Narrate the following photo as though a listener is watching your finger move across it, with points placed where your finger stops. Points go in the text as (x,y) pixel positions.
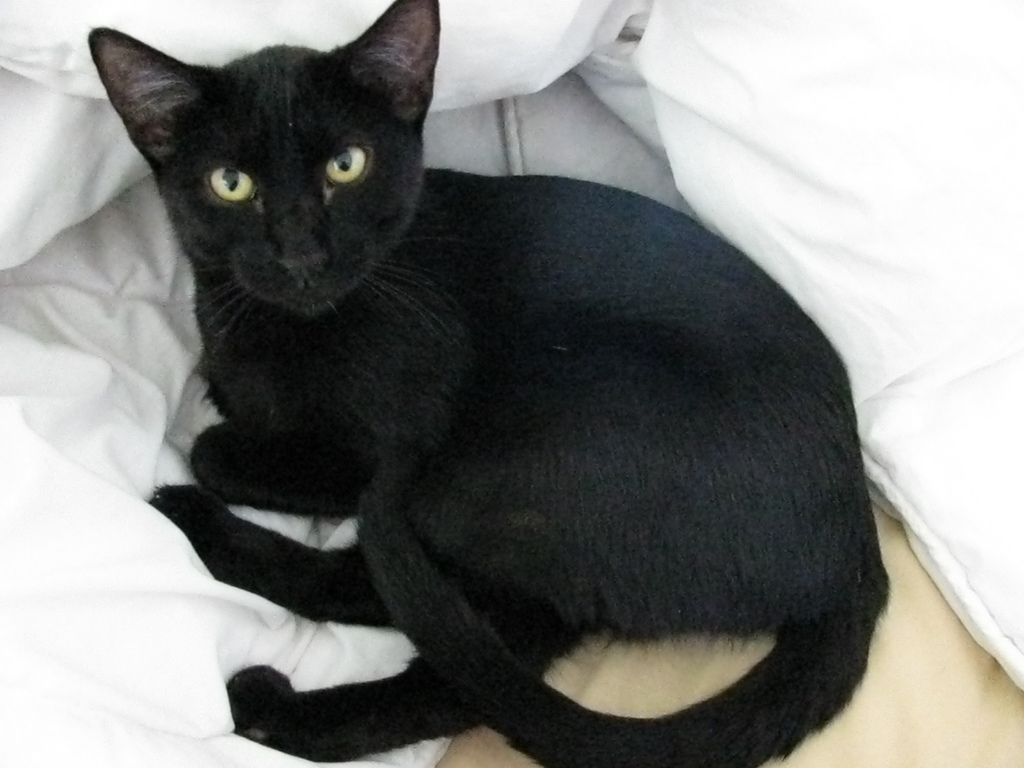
In this image we can see a black color cat (518,353) on the bed (658,692). We can also see the white blanket (985,141).
